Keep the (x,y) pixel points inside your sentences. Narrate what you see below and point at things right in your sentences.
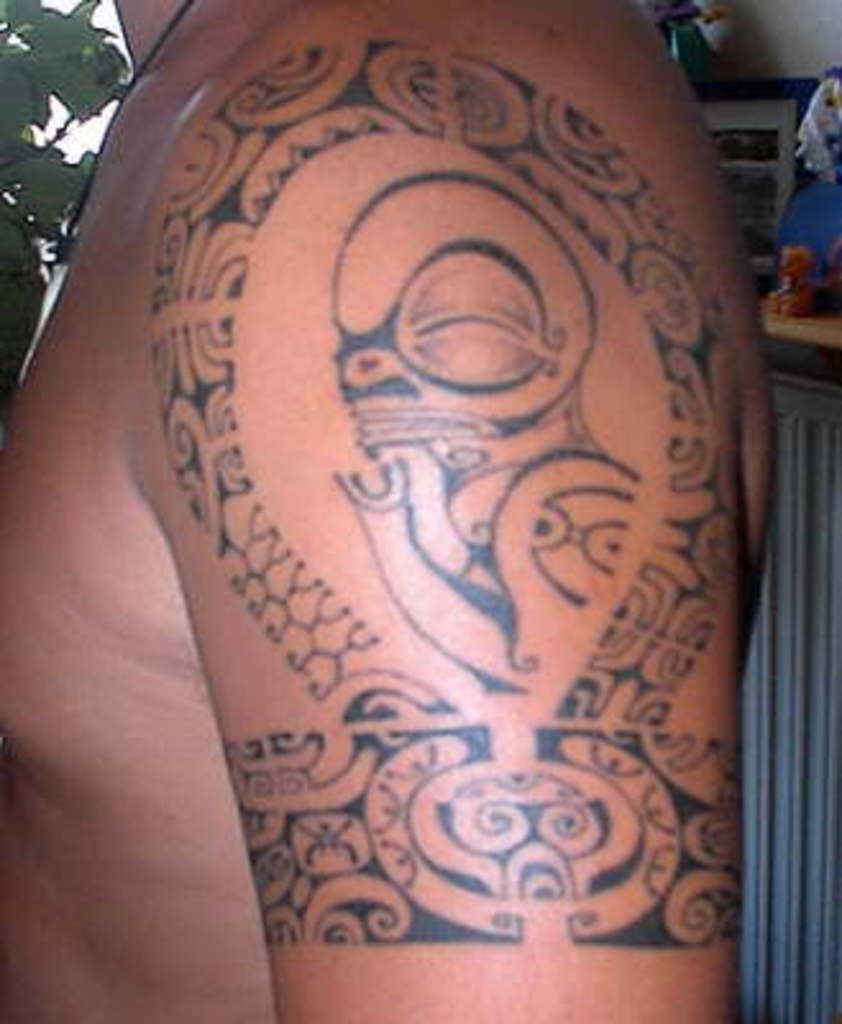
In this picture we can see a tattoo (304,884) on a person hand (189,503) and in the background (719,59) we can see leaves (78,18) and some objects (747,159).
